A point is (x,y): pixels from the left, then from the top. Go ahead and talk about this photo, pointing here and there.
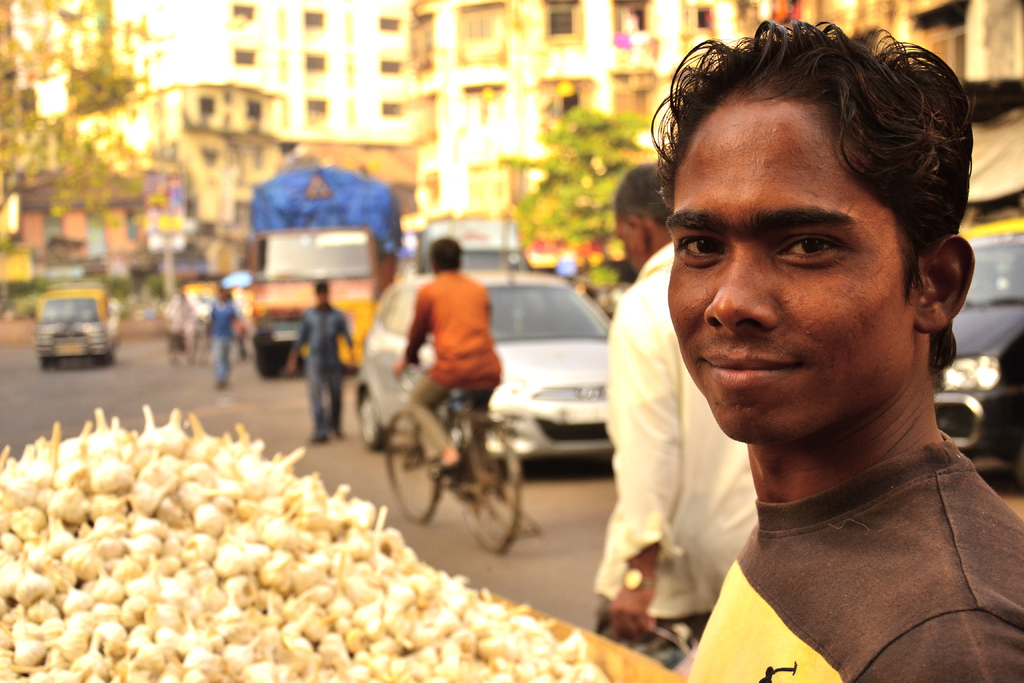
In this picture, In the right side (888,418) there is a boy (931,260) standing, In the left side (143,630) there are some white color objects (328,562), In the background (543,411) there are some car (516,350) and a bicycle (487,436) and a man (472,351) riding a bicycle (487,449) and there are buildings (420,47) and trees (33,169) which are in green color.
